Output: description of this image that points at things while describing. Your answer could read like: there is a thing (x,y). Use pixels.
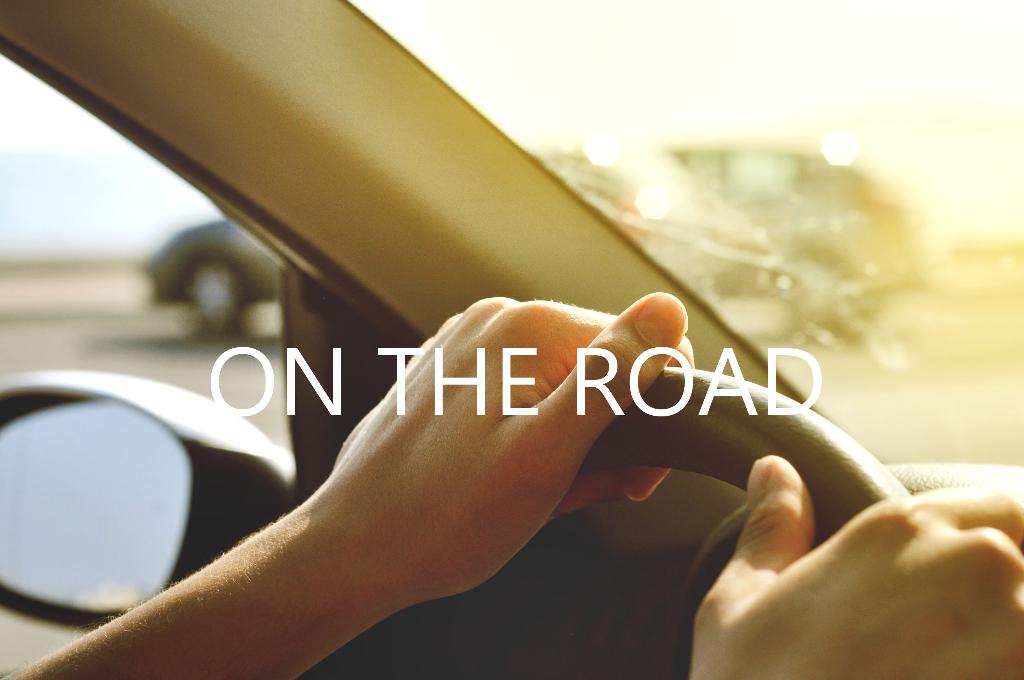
This image consists of a person (565,448) driving a car (544,522). In the front (739,421), there is a steering (775,441). On the left (61,452), there is a side mirror (121,441). In the middle (494,363), there is a text (217,367). In the background (264,264), there are two vehicles (747,217).
